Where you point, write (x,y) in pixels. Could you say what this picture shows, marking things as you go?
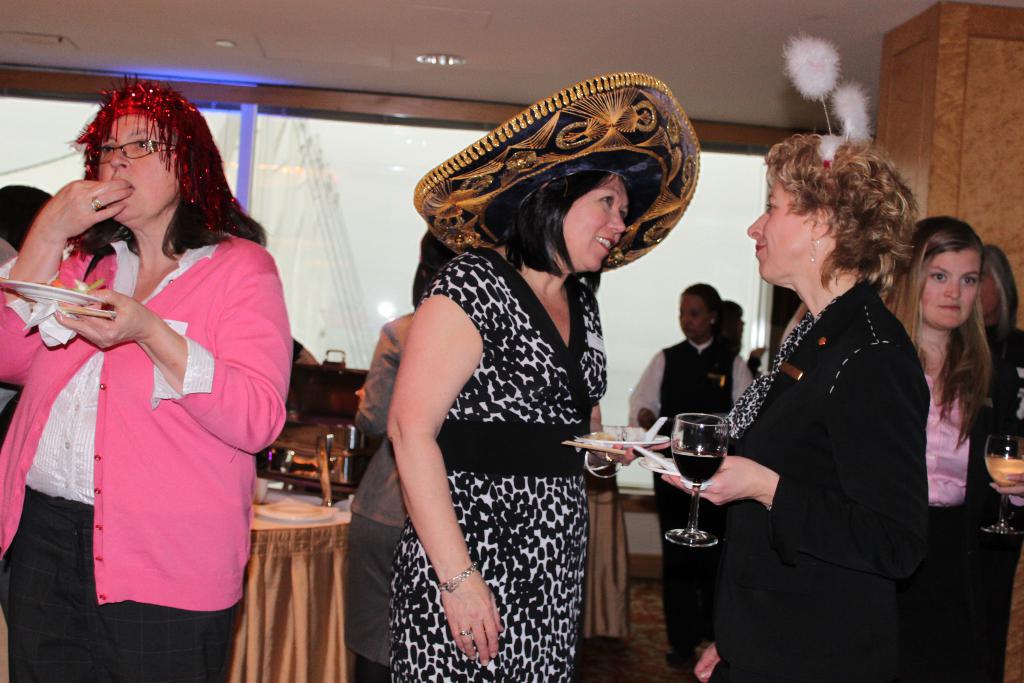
In the center of the image (418,437) there is a lady (418,679) holding a plate (594,450) in her hand (616,456) wearing a cap (592,102). At the right side of the image (813,305) there is another lady (761,265) wearing a black color dress (746,660), holding a glass (682,430) in her hands (724,479). At the left side of the image (254,463) there is a woman (257,346) wearing a pink color jacket (10,323) holding a plate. At the background of the image (288,276) there is a glass (391,212).
